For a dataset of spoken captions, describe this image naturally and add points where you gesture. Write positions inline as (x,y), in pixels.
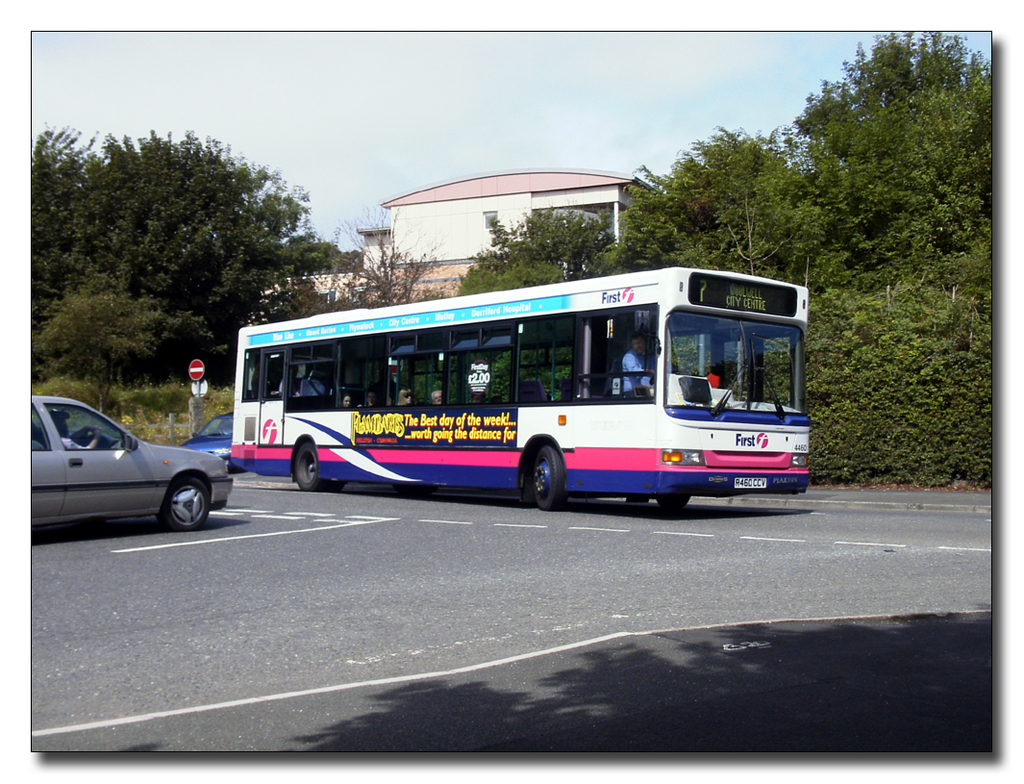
In this image we can see a bus (511,466) on the road (492,644). Also there are cars (129,444). And there is a sign board (194,380). In the back (646,260) there are trees (601,257) and a building (445,226). In the background (473,84) there is sky (530,87). On the bus (397,424) there is something written.
